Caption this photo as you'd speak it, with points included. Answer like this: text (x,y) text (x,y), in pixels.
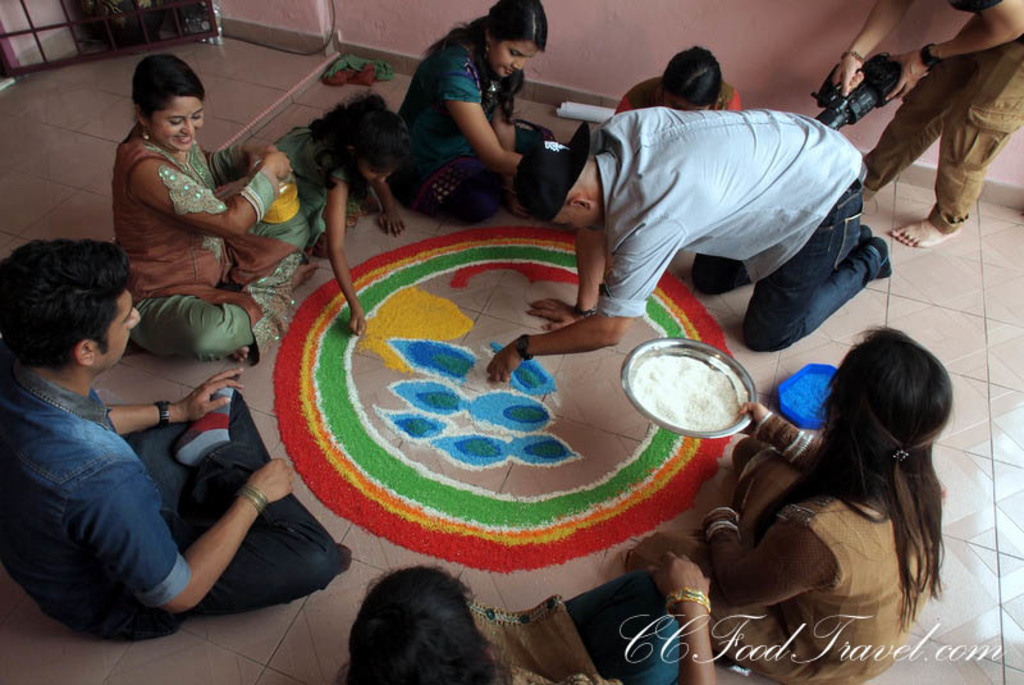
In this picture, we see many people (486,202) are sitting on the floor (417,560). They are drawing rangoli (463,466) on the floor (521,471). We see a man (641,203) who is wearing a black cap (565,164) is drawing the rangoli (445,336). Beside him, we see a blue box (821,376) containing blue color (823,387). Beside that, we see a woman (812,532) holding a plate (739,374) containing the white color rangoli (688,394). The woman (225,214) on the left side (249,228) is holding a plastic box (283,204) containing yellow color rangoli (280,197). In the right top (902,53), we see a person (971,113) is taking the video. In the background (432,40), we see a pink wall (369,17). In the left top (85,53), we see the grilled gate (81,33).
